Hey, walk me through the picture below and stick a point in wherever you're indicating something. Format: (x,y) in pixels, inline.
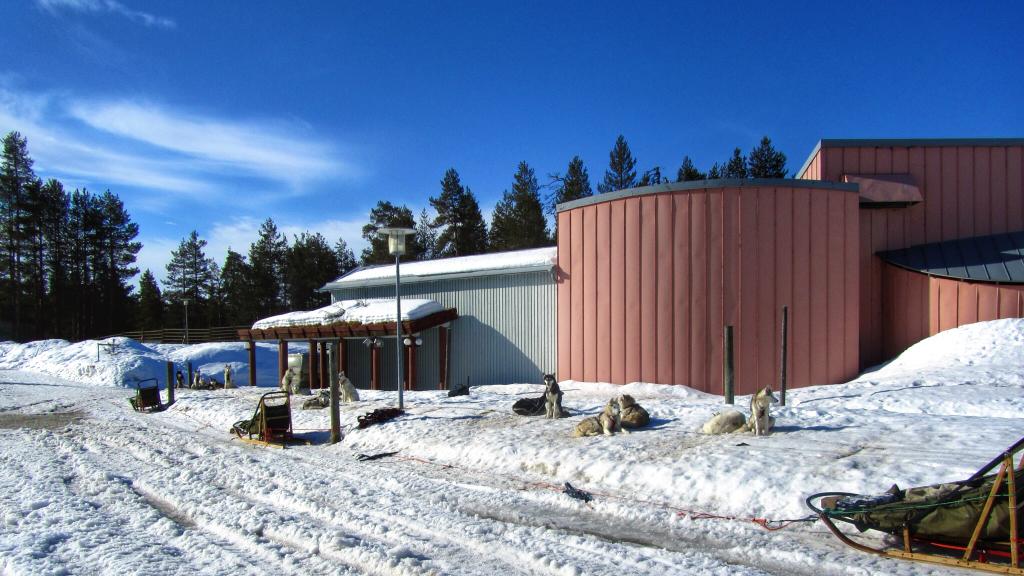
In the image we can see there are dogs (720,427) sitting on the ground (469,453) and the ground (437,475) is covered with snow (729,505). There are three sleighs (914,552) on the ground (308,436) and there are buildings (582,346). Behind there are trees (218,321) and there is a clear sky (524,148).
